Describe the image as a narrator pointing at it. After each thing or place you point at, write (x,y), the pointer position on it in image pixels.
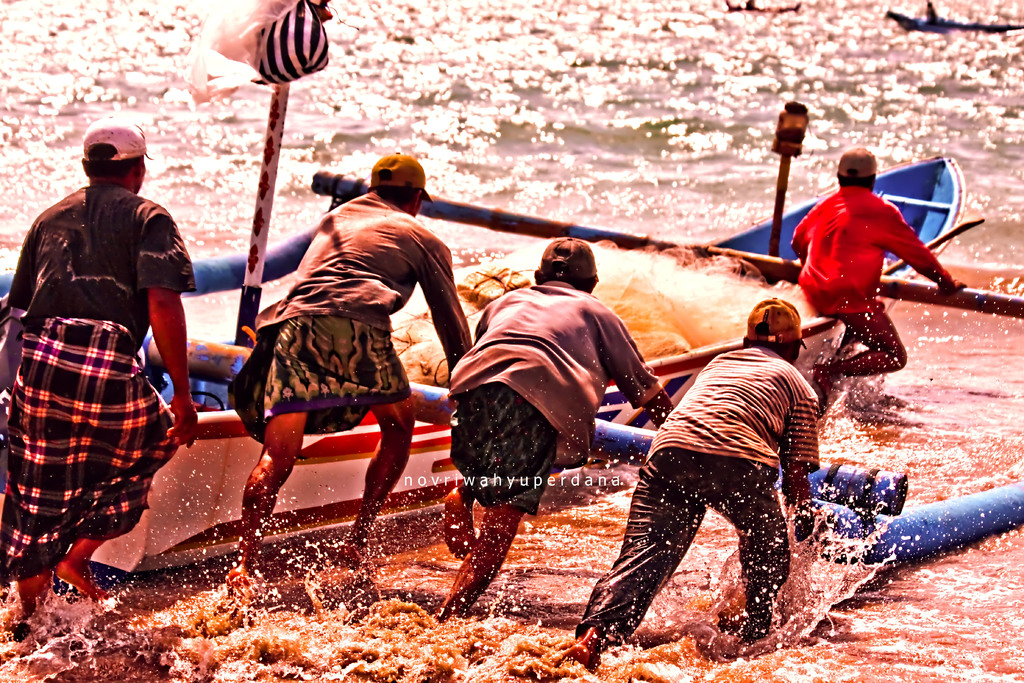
In this image, there are a few people (705,414). Among them, some people (718,481) are holding objects (957,528). We can see a boat (670,363) with some objects (612,268) like poles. We can also see some water (556,512) with objects (834,468) floating on it.
